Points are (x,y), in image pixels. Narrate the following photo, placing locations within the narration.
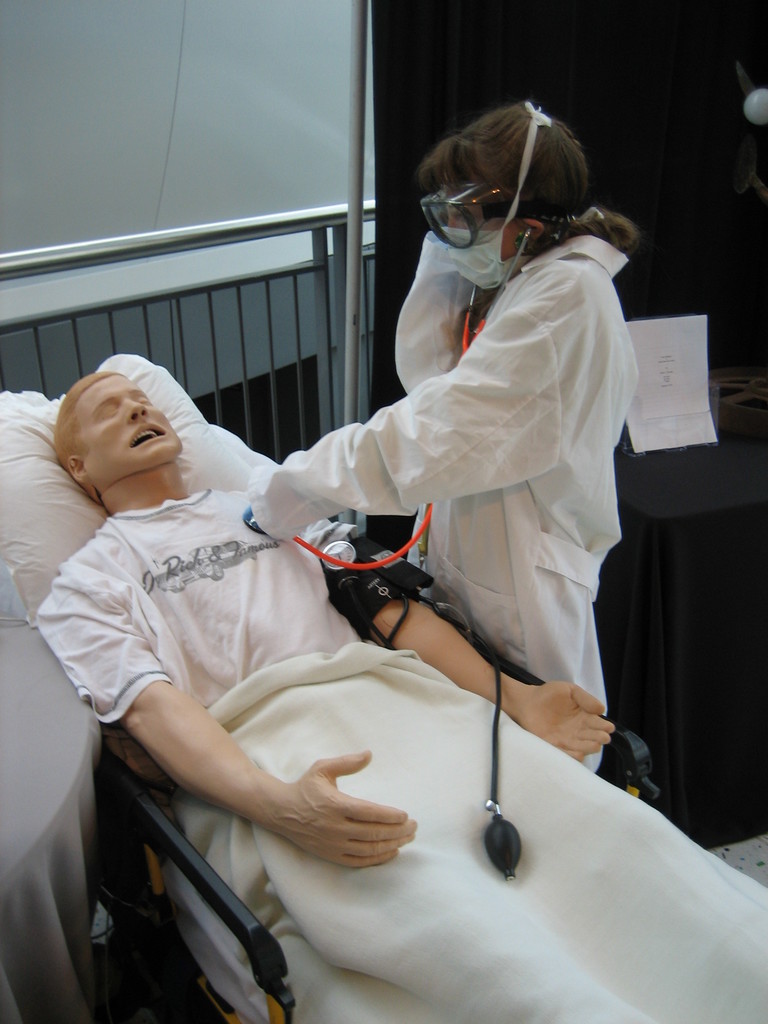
In this image I can see a toy (125,409) which is cream in color wearing white colored dress (203,589) is laying on the bed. I can see a person (519,454) wearing white colored dress (534,407) is standing and holding a stethoscope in her hand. I can see a black colored curtain (624,67), a paper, the railing (211,299) and the wall (234,219) in the background (234,219).
